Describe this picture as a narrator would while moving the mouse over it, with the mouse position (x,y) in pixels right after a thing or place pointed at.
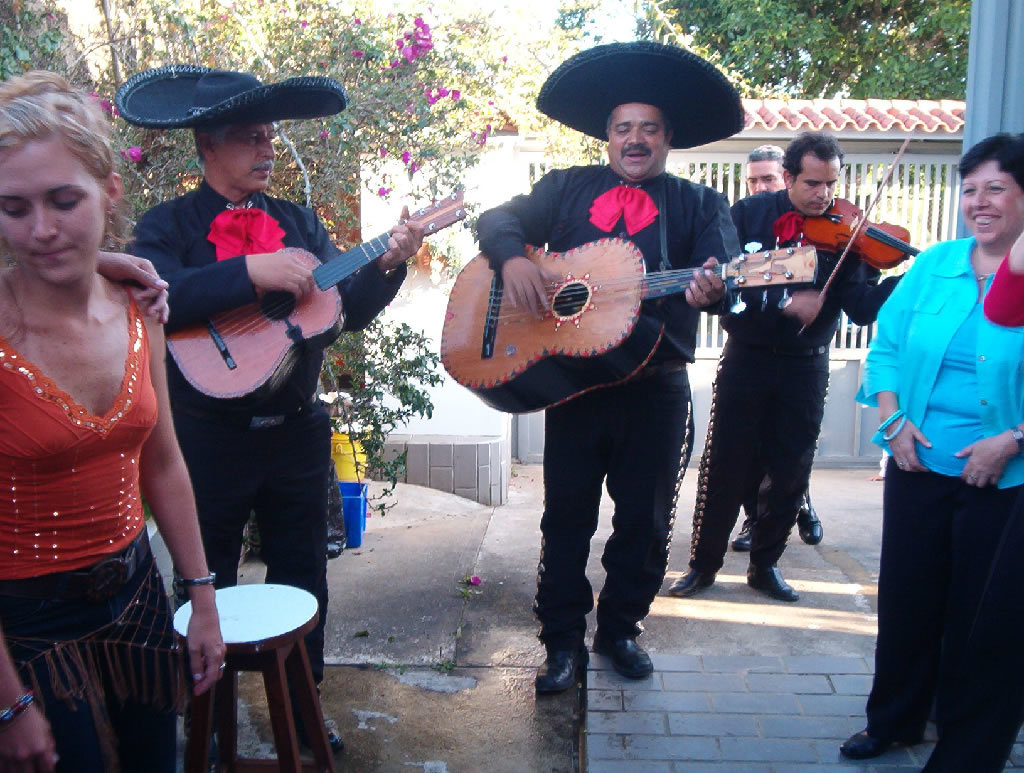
In this picture i could see many persons (757,327) standing, some of them are holding guitar (609,321) in their hands (693,297) they are dressed in black shirt (739,234) and pant (730,480). In the background (501,125) i could see trees (859,52) and the ladies (978,368) to the right (974,447) and left corner of the picture (68,573).
